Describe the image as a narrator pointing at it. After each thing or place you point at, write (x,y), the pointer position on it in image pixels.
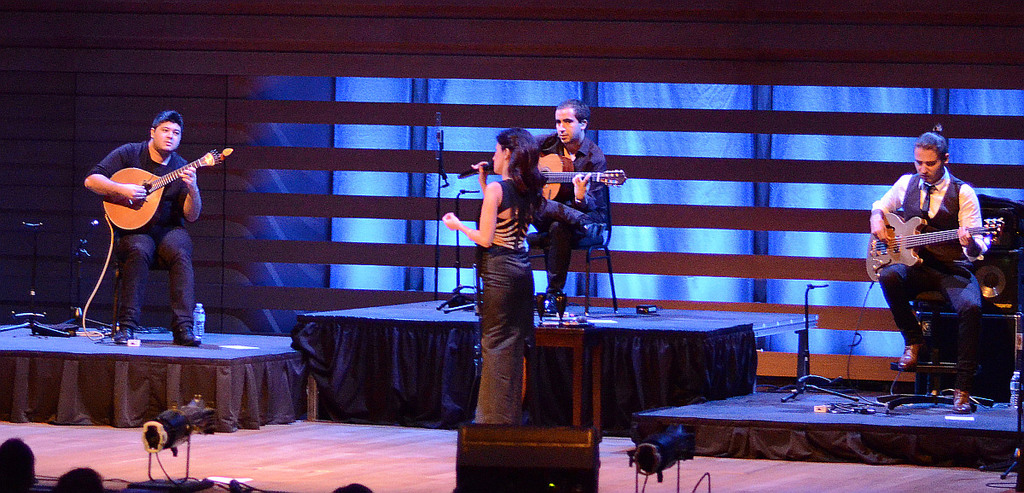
Here we can see a group of persons (97,168) are sitting and playing the guitar (560,171), and here a woman (501,260) is standing, and holding a microphone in her hand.
